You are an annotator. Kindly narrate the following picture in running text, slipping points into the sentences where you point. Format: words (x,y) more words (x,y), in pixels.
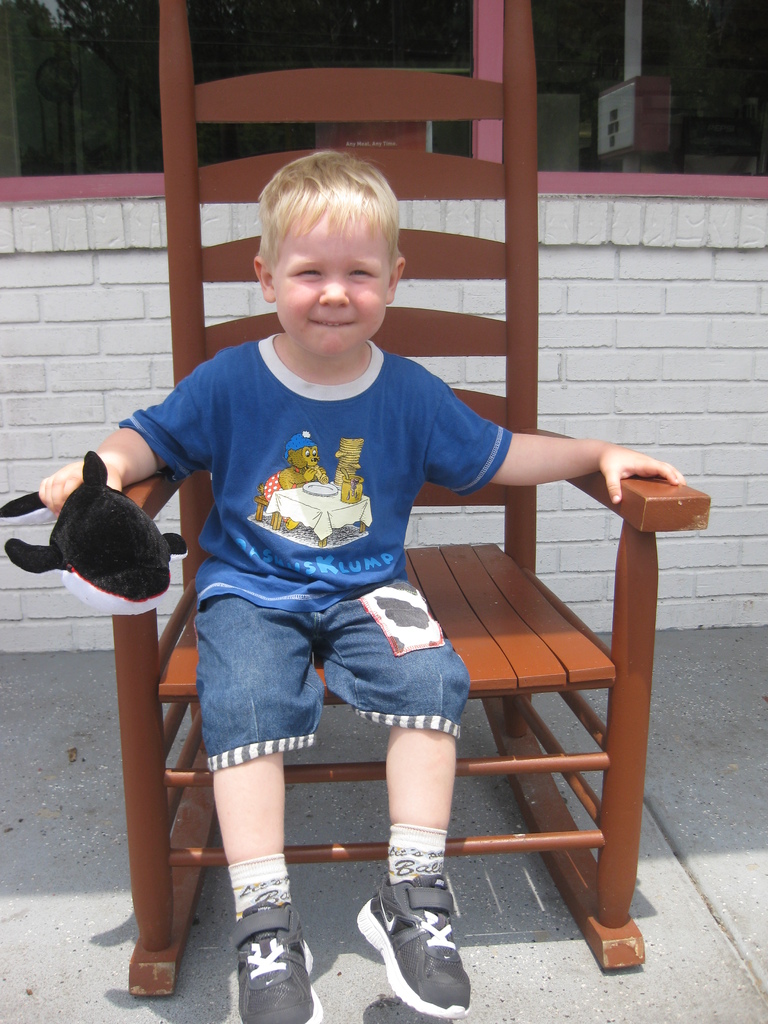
This picture mainly highlighted with a boy (273,382) sitting on a chair (166,827). He is holding a doll (112,573) in his hand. On the background (725,280) we can see a pole (635,63), a wall (647,220) with bricks (477,295).
